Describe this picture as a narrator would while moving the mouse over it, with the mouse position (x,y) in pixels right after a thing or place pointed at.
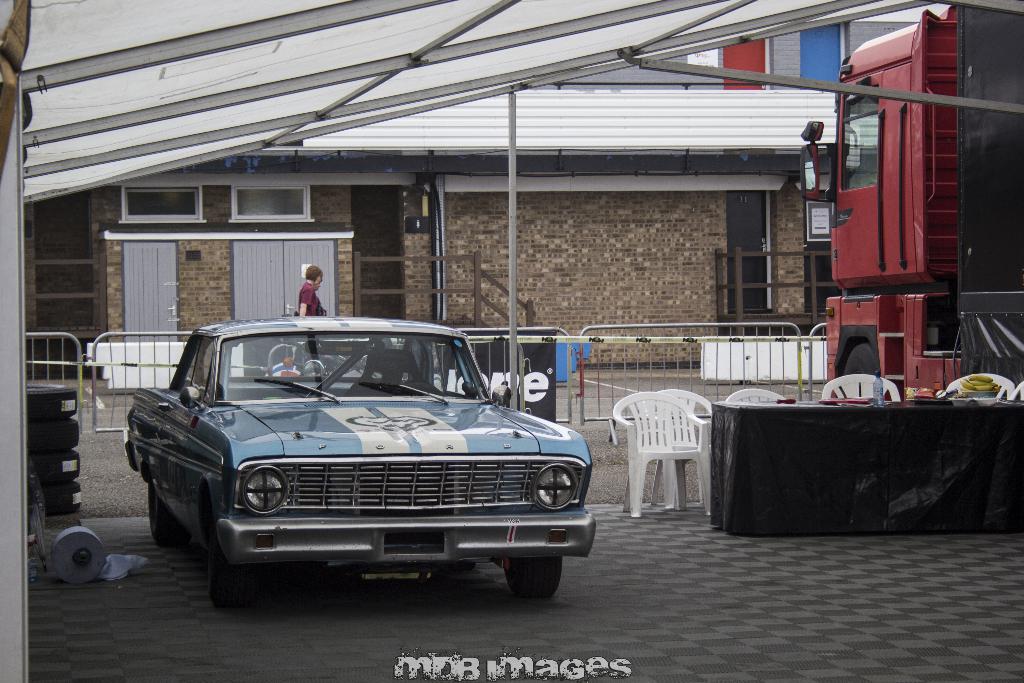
In this picture there are person (302,295) walking on the walk way (639,381), there is a car (239,397) parked beside it.
